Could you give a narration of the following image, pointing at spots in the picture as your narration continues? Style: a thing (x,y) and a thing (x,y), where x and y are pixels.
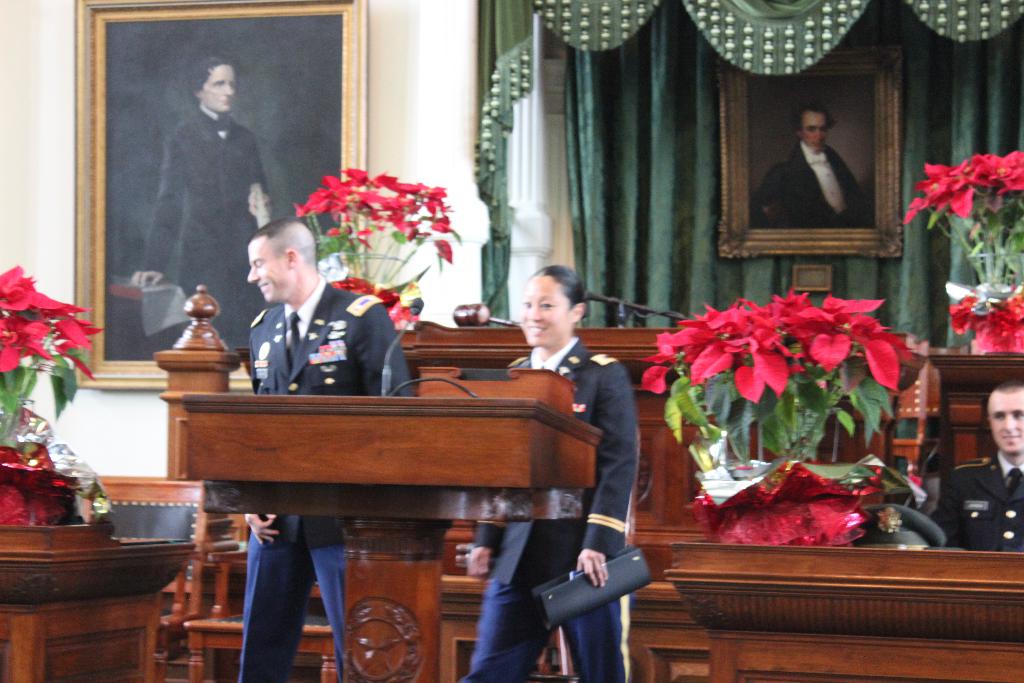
In this image we can see a three people (536,328), two of them are standing, one lady (586,629) is holding a file (622,565), there are some bouquets (796,334), photo frames (271,128), there is a podium (552,397), a hammer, cap (911,516) on the table (814,588), there is a curtain (585,198), also we can see the wall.
